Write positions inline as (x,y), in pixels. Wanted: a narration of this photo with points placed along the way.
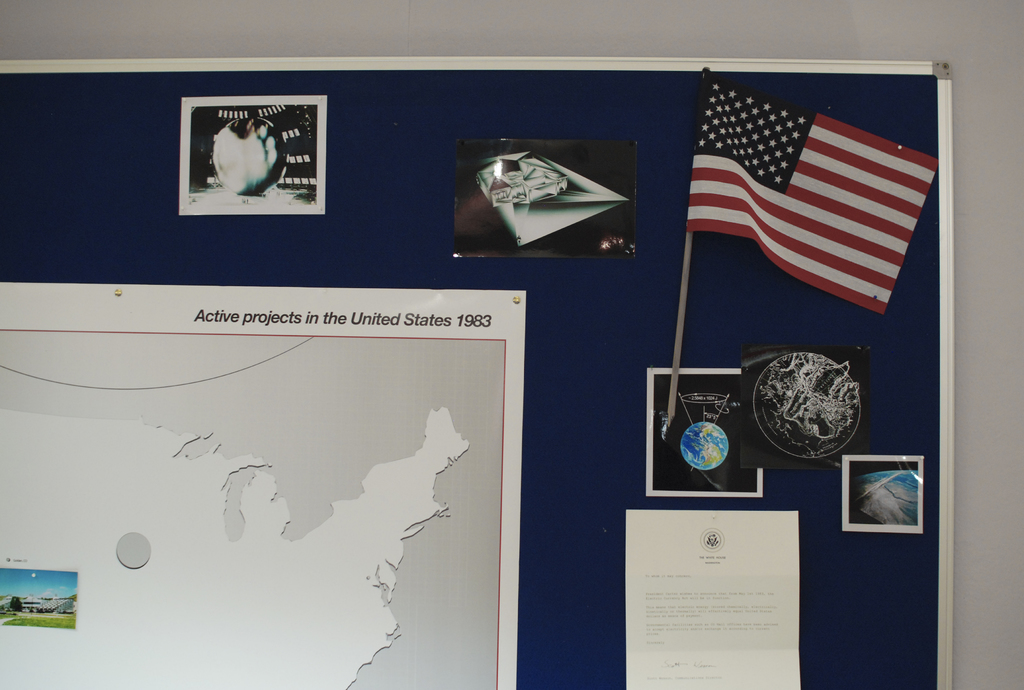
In this picture, we can see the board (884,386) on the wall (239,42), we can see some objects (466,352) attached to board (531,389) like posters (509,497) with some text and some images (48,620), and the flag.
